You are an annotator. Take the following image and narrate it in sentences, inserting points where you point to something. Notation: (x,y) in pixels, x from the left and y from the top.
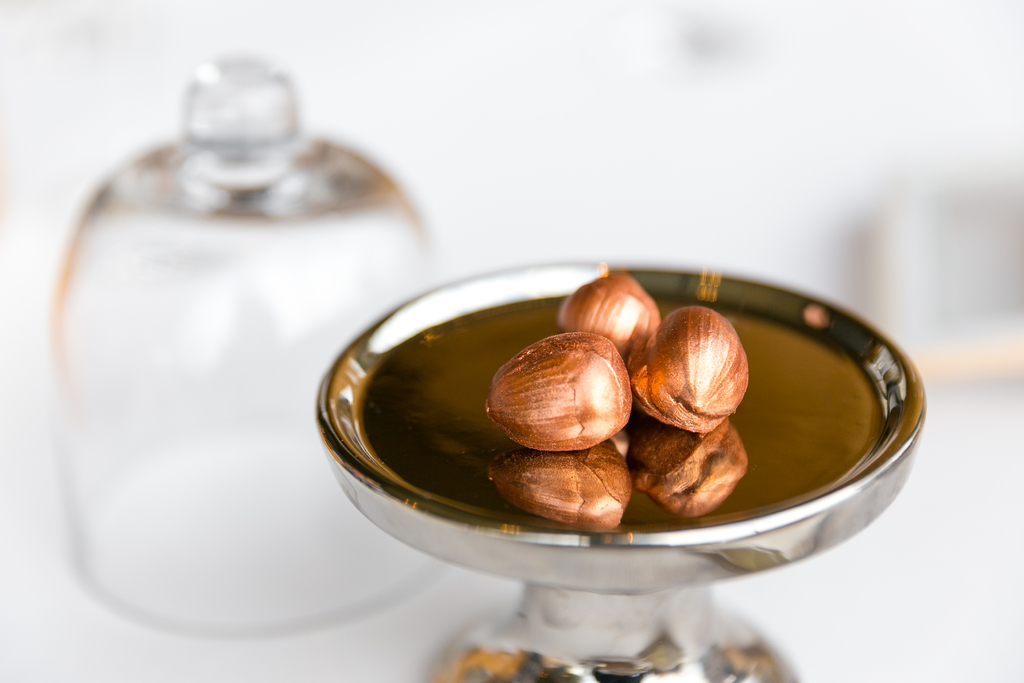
In the foreground of this picture (786,421) we can see an object (626,457) containing some items (603,356) which seems to be the food items (616,365). On the left (266,136) there is an object (178,188) which seems to be the glass jar (299,240). The background of the image (626,121) is blurry.
